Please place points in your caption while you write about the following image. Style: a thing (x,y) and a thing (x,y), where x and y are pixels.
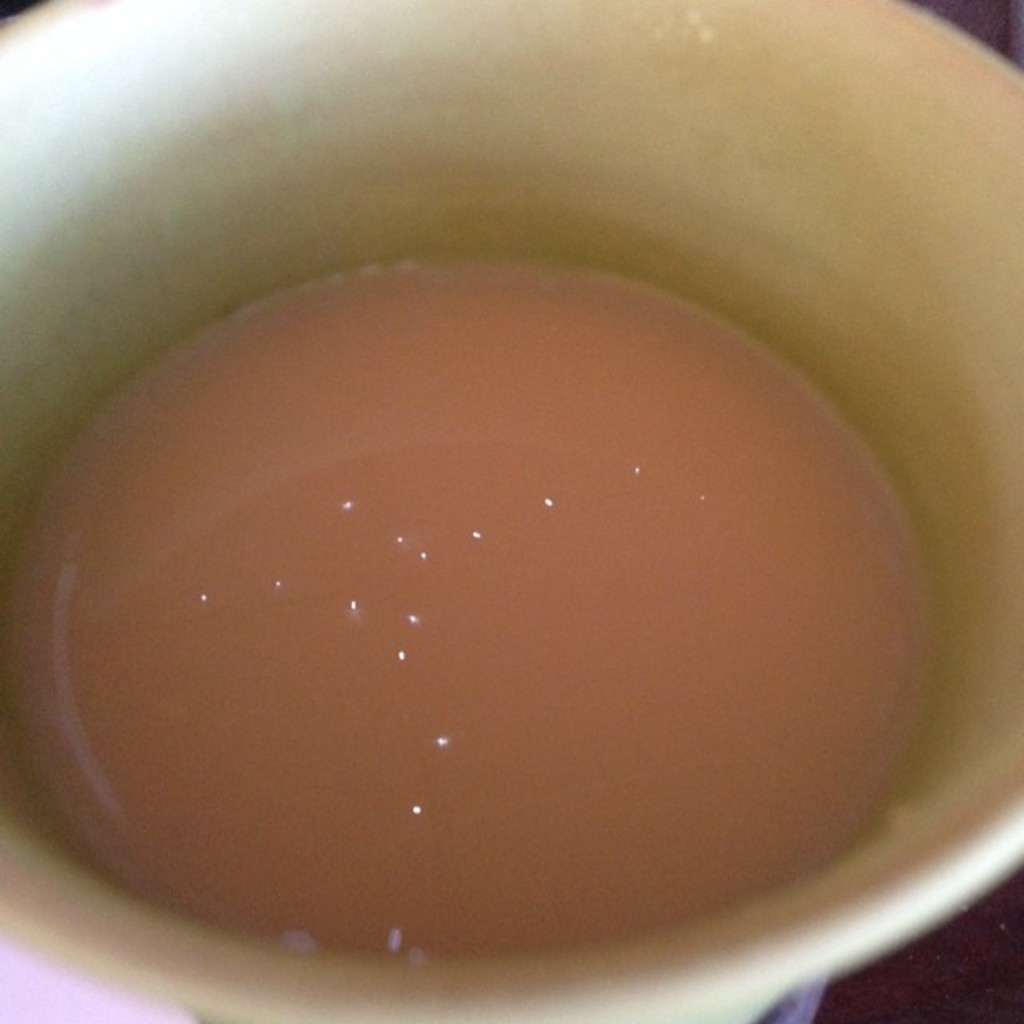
In this picture there is a cup (587,215) and there might be drink (627,379) in the cup (870,870).
